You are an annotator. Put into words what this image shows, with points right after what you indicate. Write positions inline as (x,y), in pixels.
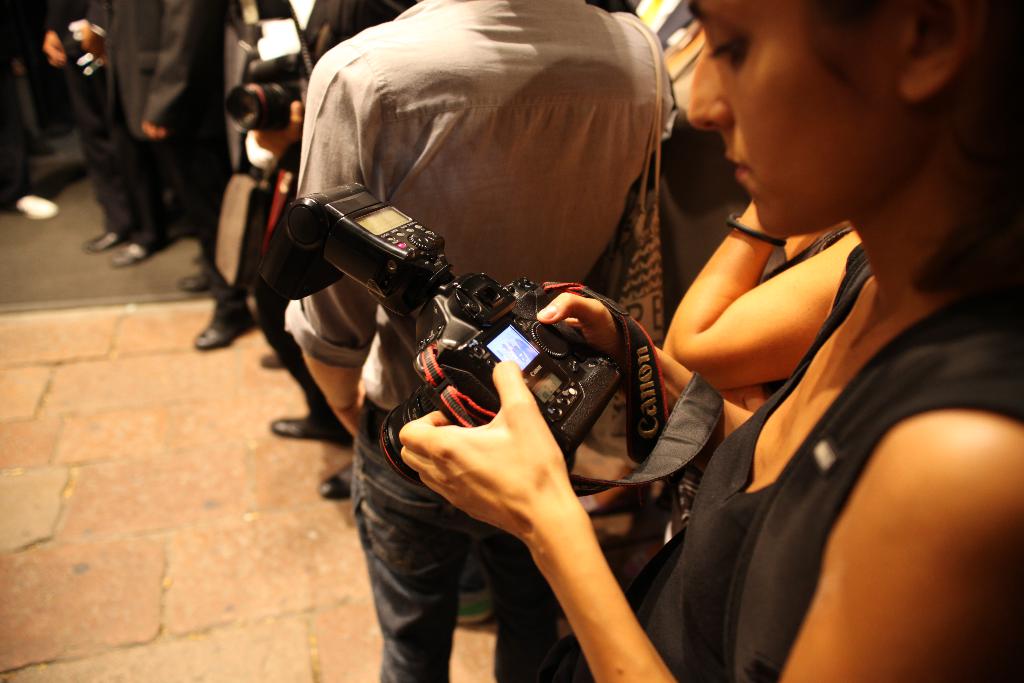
In this image i can see group of people (402,359) standing on the ground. The person (804,96) in the front (769,227) is a woman (805,499) who is holding a camera (596,376) in her hands (526,477). And in front of the woman (511,388) is wearing a bag (636,287).
